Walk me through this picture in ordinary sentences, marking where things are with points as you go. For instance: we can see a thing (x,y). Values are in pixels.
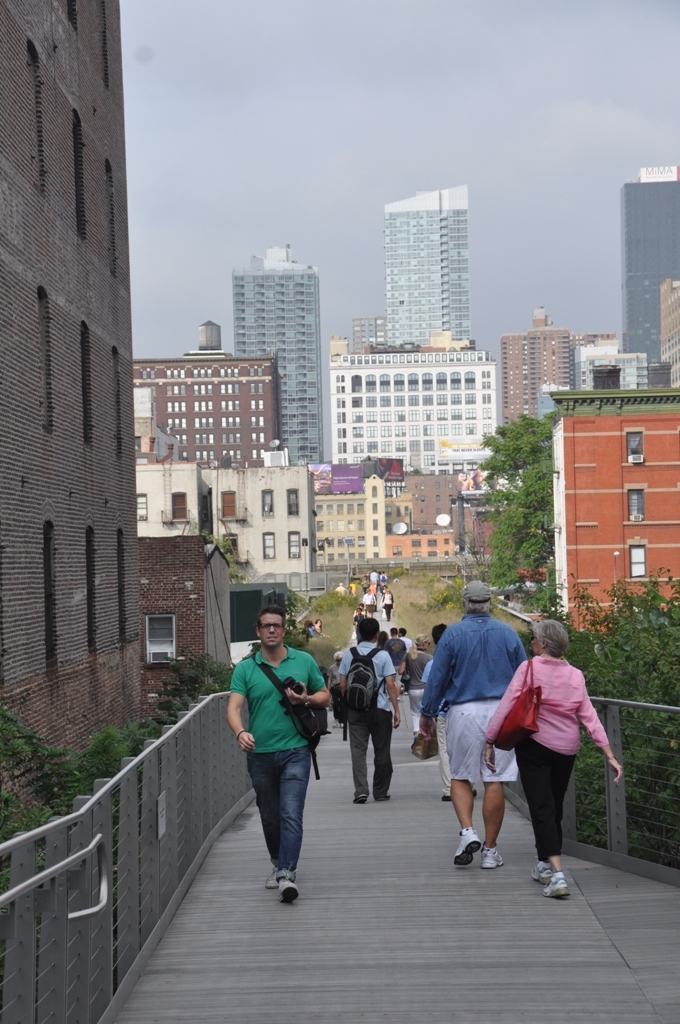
In this image I can see the group of people (403,691) with different color dresses (389,775) and few people (377,757) with bags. On both sides of these people (364,791) I can see the railing (121,784) and the trees (111,761). In the background (140,514) I can see many buildings (194,492), few more trees (499,558), clouds (348,235) and the sky (427,119).
